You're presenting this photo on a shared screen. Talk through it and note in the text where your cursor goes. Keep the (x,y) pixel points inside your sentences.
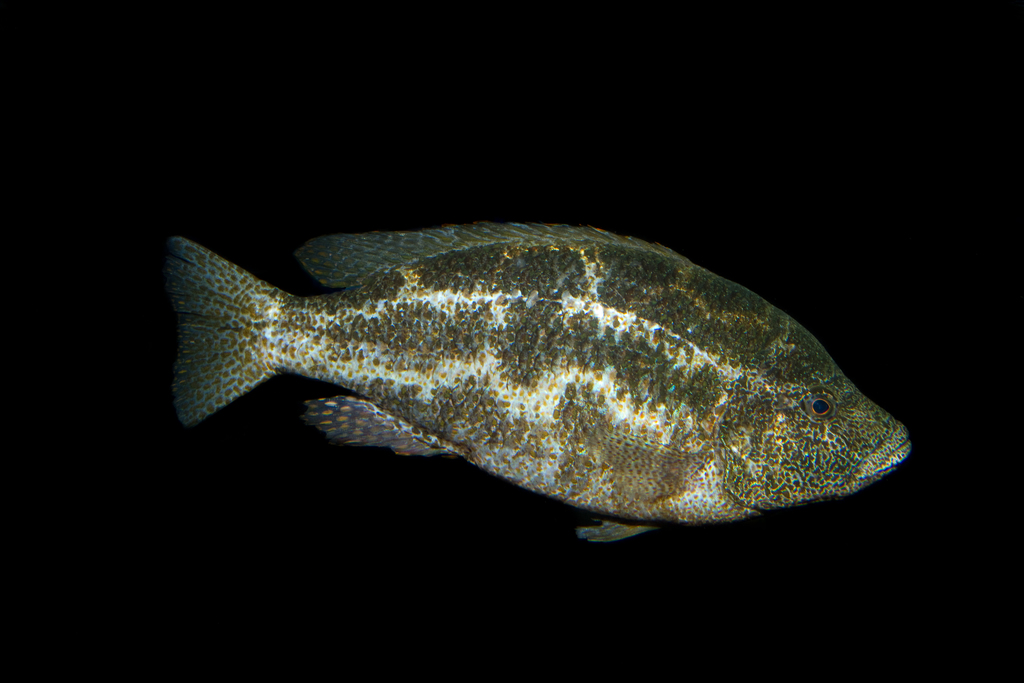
In this image there is a fish (498,353), in the background (137,157) it is black.
